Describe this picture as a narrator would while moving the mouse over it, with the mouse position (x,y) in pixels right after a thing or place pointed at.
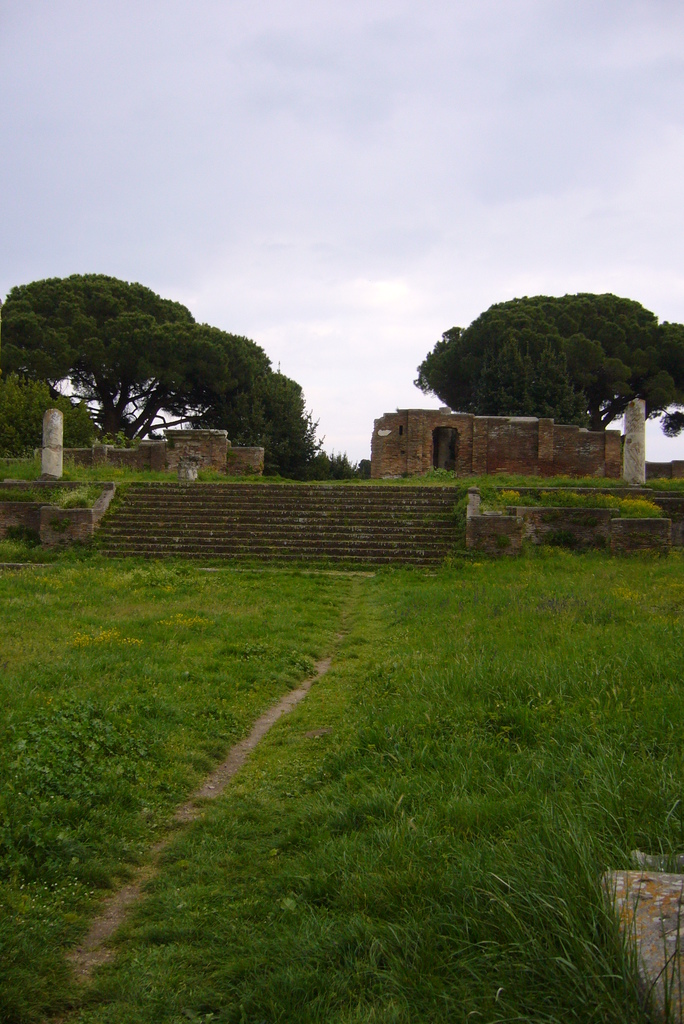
In this picture we can see some grass (46,618) on the ground (213,955). There are a few poles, walls (378,446) and trees (261,400) are visible in the background (261,400). We can see the sky (310,166) on top of the picture (394,121).
